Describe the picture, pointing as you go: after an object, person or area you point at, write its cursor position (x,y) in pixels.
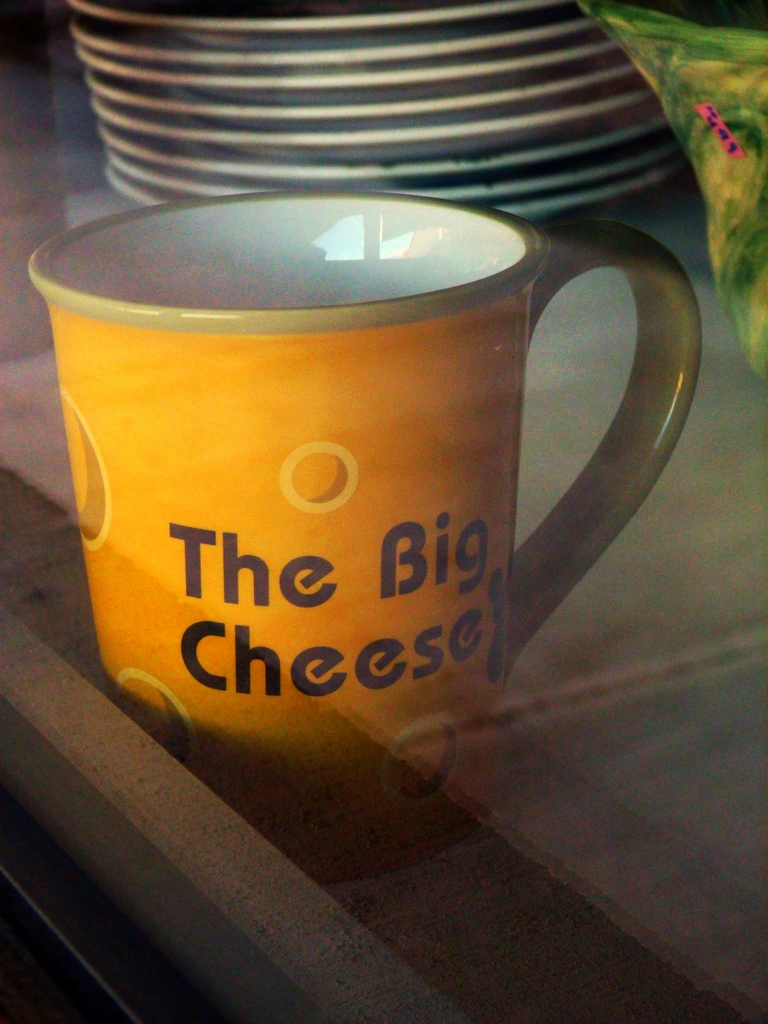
This is a zoomed in picture. In the center (413,565) we can see the text (439,567) on the mug (394,525) placed on an object (328,886) seems to be the table (531,926). In the background (542,94) we can see the plates (319,107) and some other object (724,119).
